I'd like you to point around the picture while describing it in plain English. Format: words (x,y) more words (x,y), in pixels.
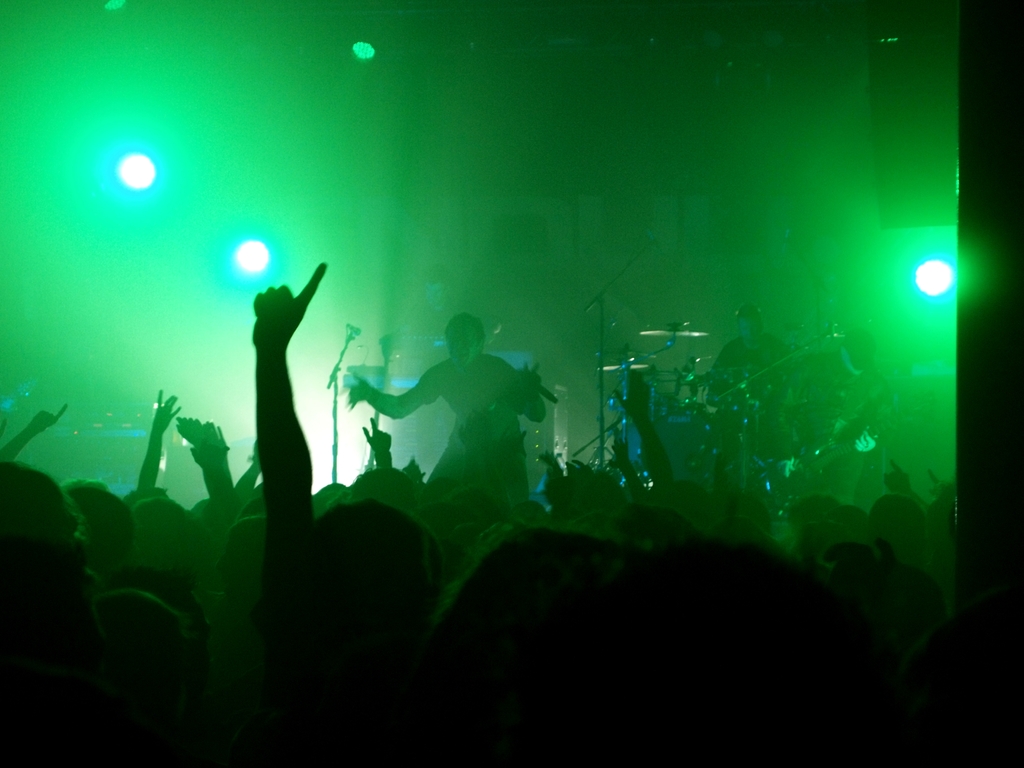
In this picture there is a man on the stage (547,323) on the right side of the image (808,367) and there is a drum set (673,424) in front of him and there are other people (393,401) those who are singing on the stage (611,334), in the center of the image (412,395), there are group of people (918,515) as audience (690,493) at bottom side of the image (649,578) and there are spot lights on the right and left side of the image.
